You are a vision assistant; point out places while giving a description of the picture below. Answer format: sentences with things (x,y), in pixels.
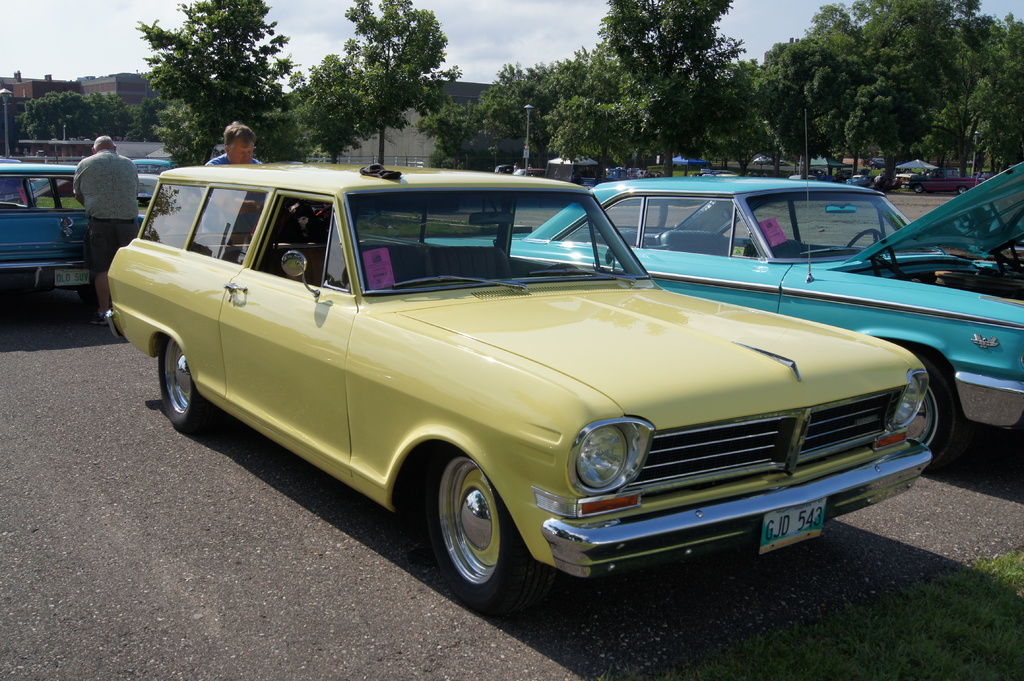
In the foreground of this image (386,517), there are two cars (641,382) on the road (328,556). In the background (137,182), there are two men (104,176) standing behind the cars (129,294) and also in the background (629,91), there are trees (759,91), few vehicles (931,178), poles (528,140), few buildings (417,139), cloud (524,25) and the sky (781,29).
